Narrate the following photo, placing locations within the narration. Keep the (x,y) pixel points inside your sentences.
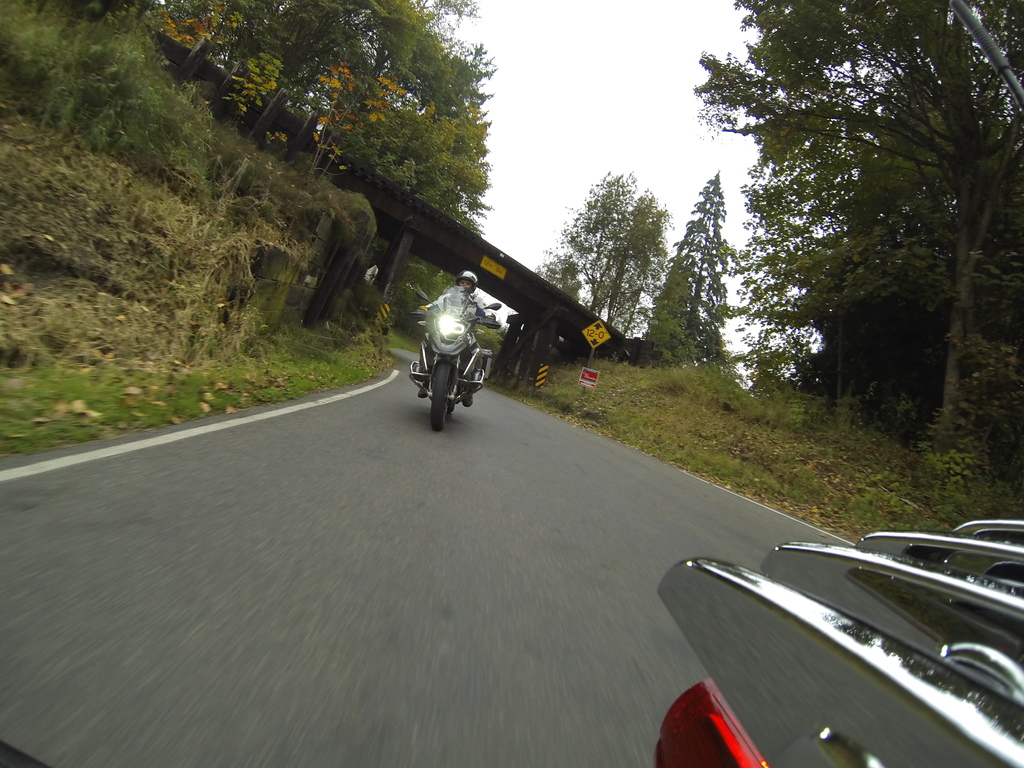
In this image there is a man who is riding the bike (440,338) on the road (464,414). Behind him there is a bridge (415,199). At the bottom (842,589) there is another vehicle (908,592) on the road (626,660). There are trees (455,136) on either side of the road (461,541).
